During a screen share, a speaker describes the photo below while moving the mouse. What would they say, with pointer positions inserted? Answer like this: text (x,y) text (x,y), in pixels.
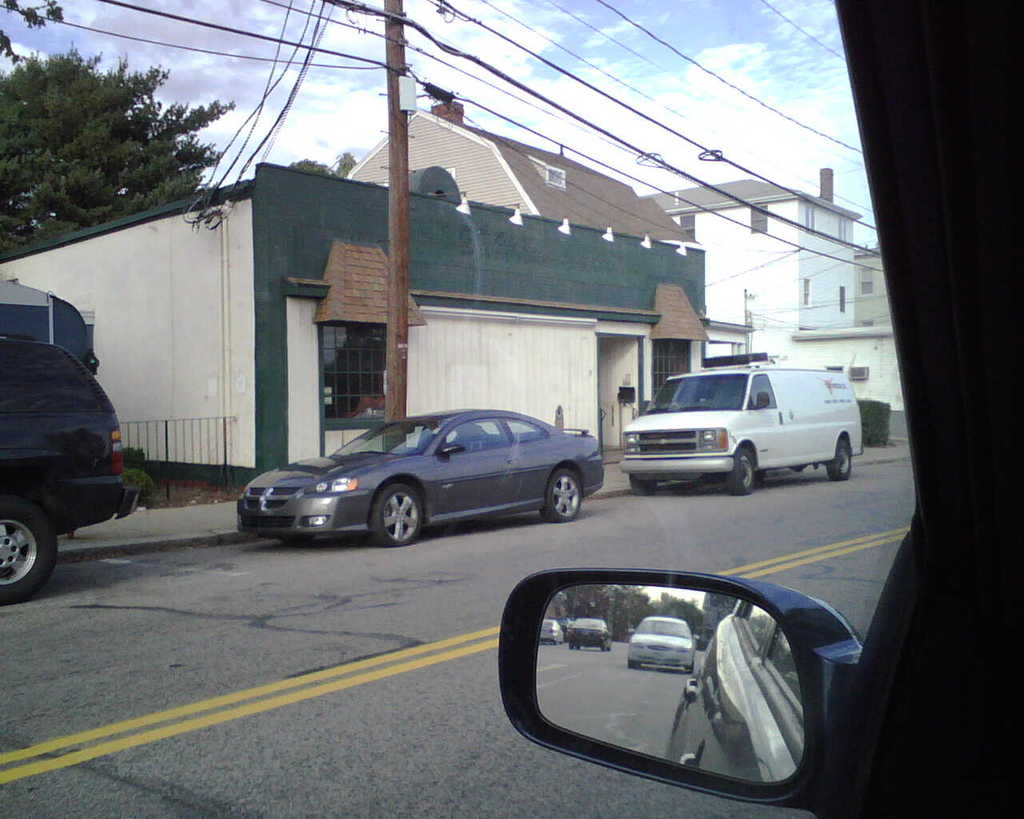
This picture is taken from the glass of a vehicle (973,455) and I can see few buildings (282,336), trees (19,126) and few cars (38,386) parked on the road (373,543) and I can see a blue cloudy sky (645,8) and a pole (388,86) and in the side mirror (727,700) of the vehicle (578,735) I can see few cars (637,664) moving on the road (653,713) and trees (669,608).
